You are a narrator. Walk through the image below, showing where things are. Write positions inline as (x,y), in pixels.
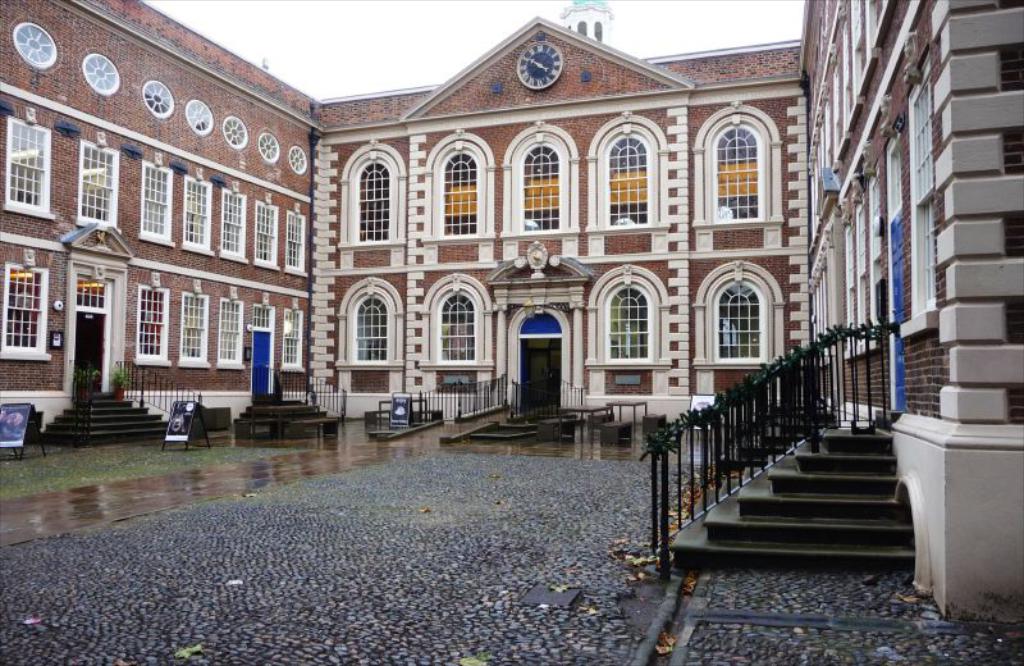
In the picture I can see the building (612,296) and glass windows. I can see the staircases (866,456) and there are wooden stand boards (6,430) on the floor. I can see the clock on the wall (595,72) of the building (571,37).
